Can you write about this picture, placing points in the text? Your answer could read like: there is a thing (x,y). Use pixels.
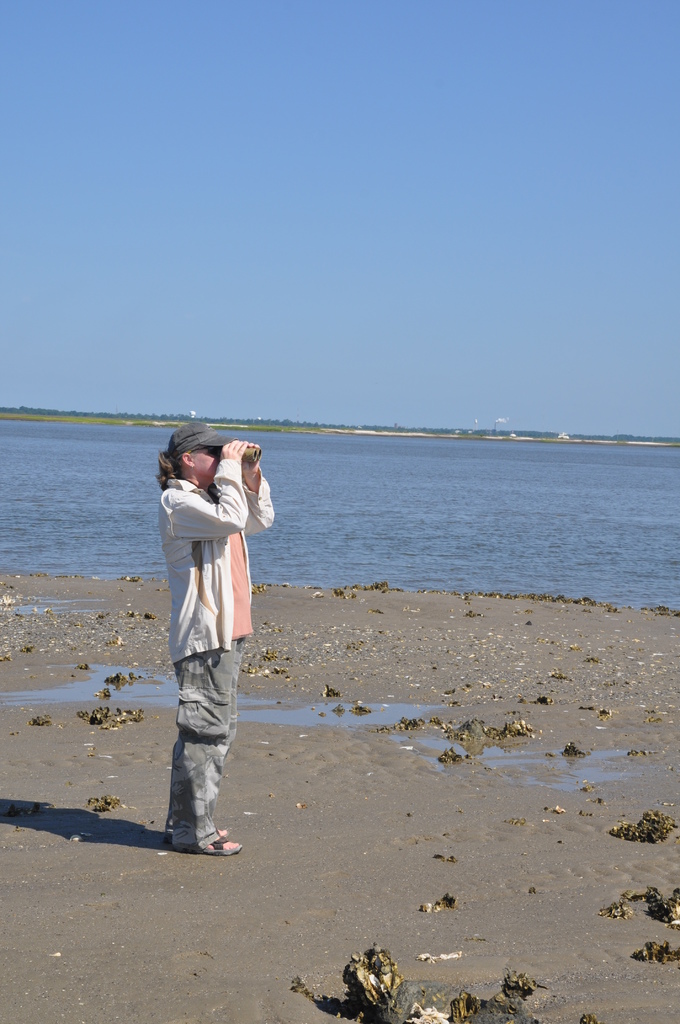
In this image, I can see a person (180,492) standing and holding a binoculars (246,452). Here is the water (512,527) flowing. This is the sky (357,233). This person (227,524) wore a cap (198,430), jerkin (191,575), trouser (222,676) and sandals (194,853).
